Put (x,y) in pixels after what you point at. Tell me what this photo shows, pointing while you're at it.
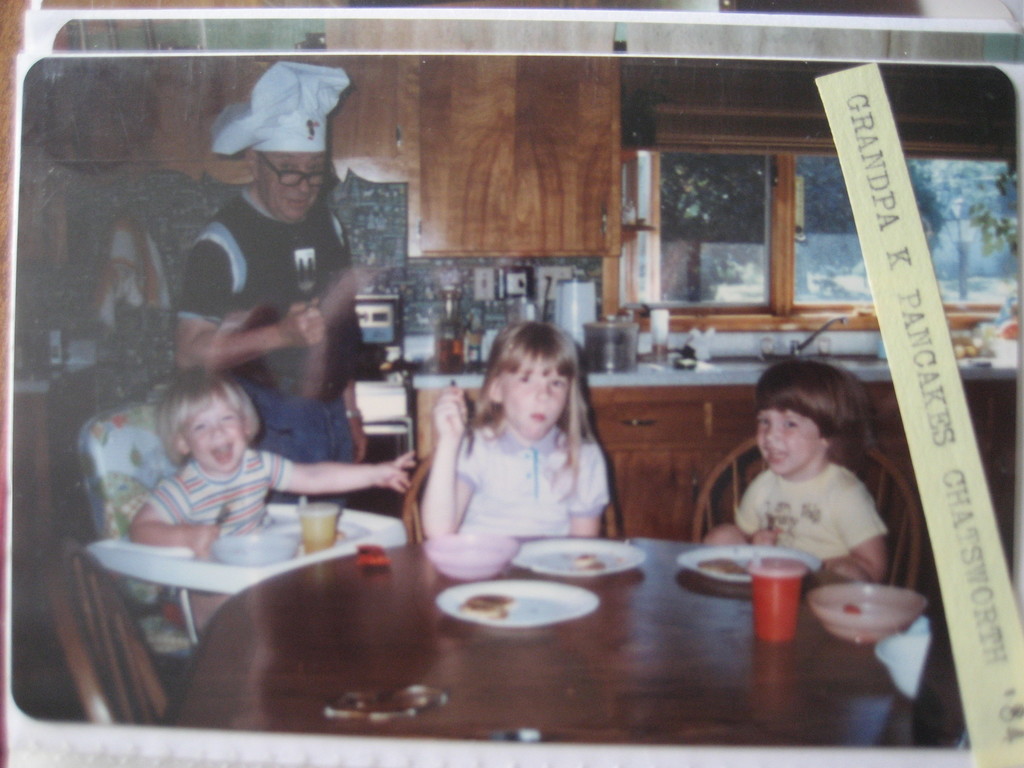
As we can see in the image there are tables (452,693), chairs (105,414), few people (492,468) here and there, window (751,177), sink (767,361) and on table (485,686) there are plates (554,583), glasses (779,559) and food items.
